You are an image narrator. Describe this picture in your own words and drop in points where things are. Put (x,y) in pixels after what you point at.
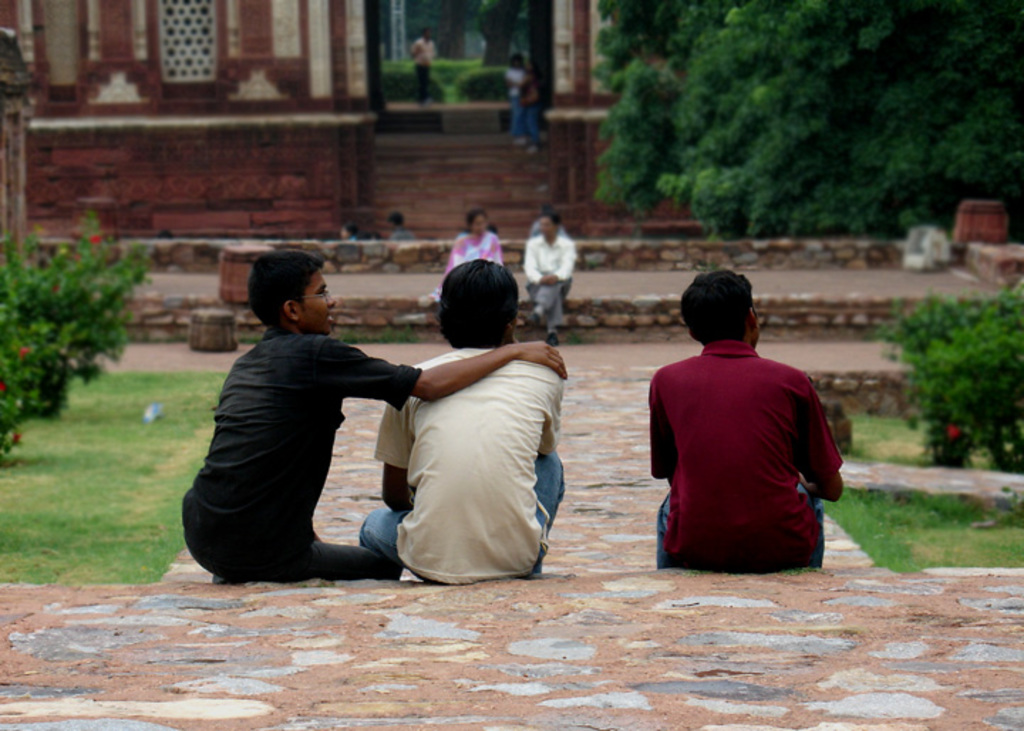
In this image we can see a building (212,127). There is a grassy land (134,484) in the image. There is a tree (941,109) and many plants (80,347) in the image. There are many people (549,389) in the image.
